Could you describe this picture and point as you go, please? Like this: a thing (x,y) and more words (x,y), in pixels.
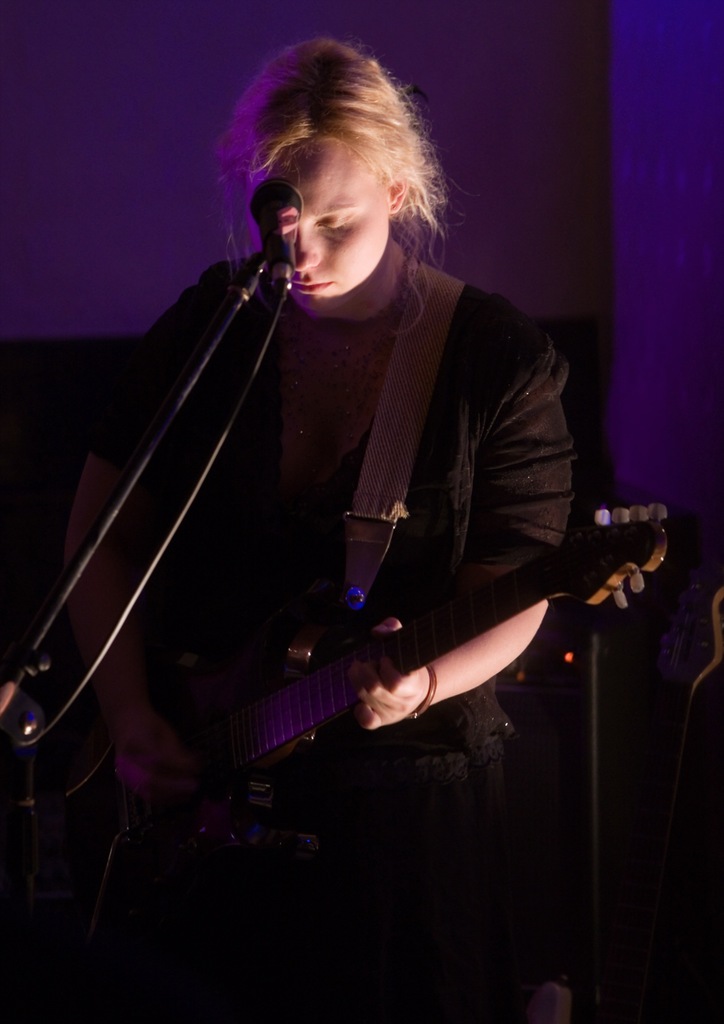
In this image we can see a woman (335,447) holding a guitar (227,719) in her hands (170,774) and playing it. This is the mic (272,251) attached to the stand (105,535).
